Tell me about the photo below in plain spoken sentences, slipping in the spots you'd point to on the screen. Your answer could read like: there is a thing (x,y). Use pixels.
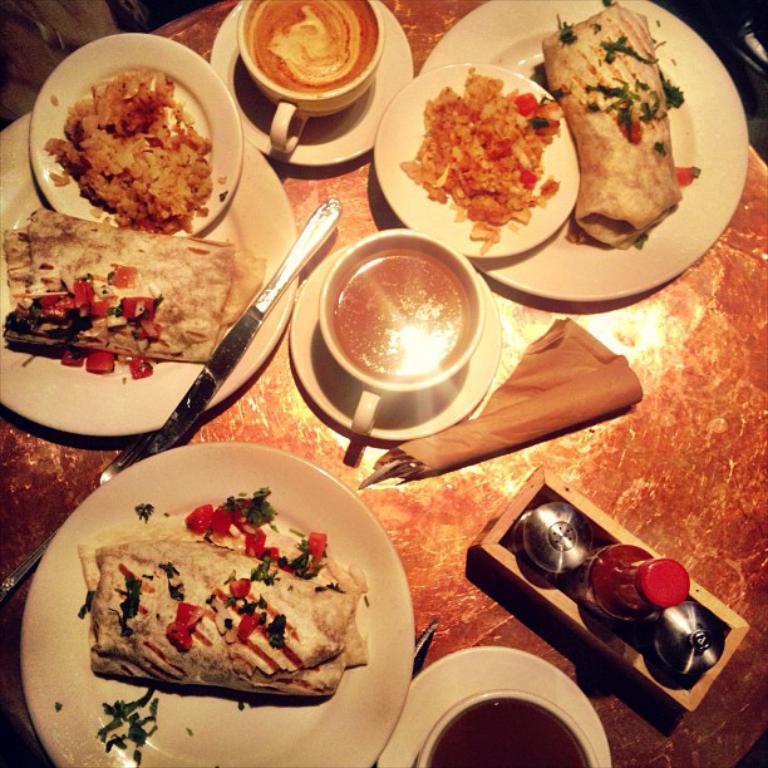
In this picture we can see food (548,179) in the plates (453,226), beside to the plates (251,214) we can find few cups (397,360), knife (286,267) and few bottles (570,513) on the table (652,385).
